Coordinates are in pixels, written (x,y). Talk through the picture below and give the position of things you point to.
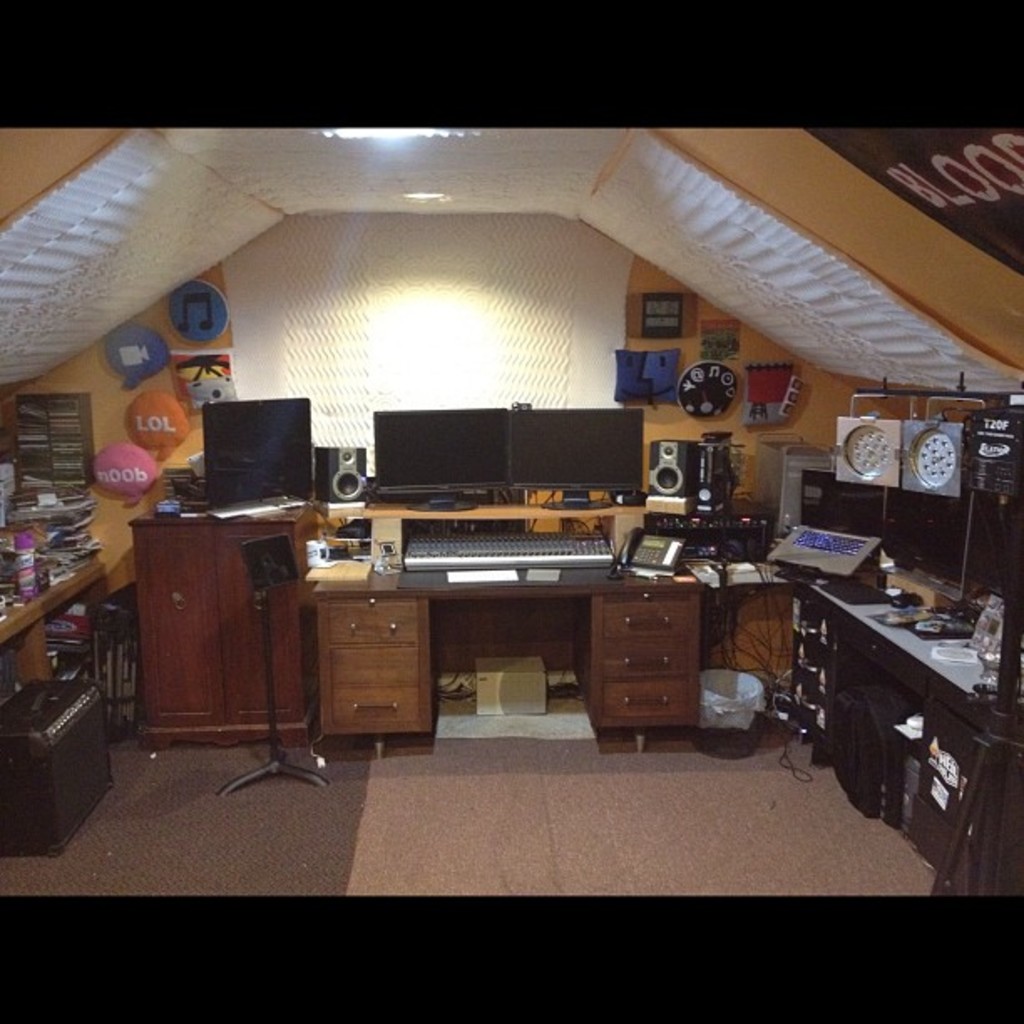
In this image we can see monitors (307,479), electronic devices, papers (20,511), speakers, telephone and objects (2,475) on the tables (678,657) and we can see racks (109,660), cupboard doors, objects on the wall (473,395), bin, boxes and objects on the floor (138,854).
